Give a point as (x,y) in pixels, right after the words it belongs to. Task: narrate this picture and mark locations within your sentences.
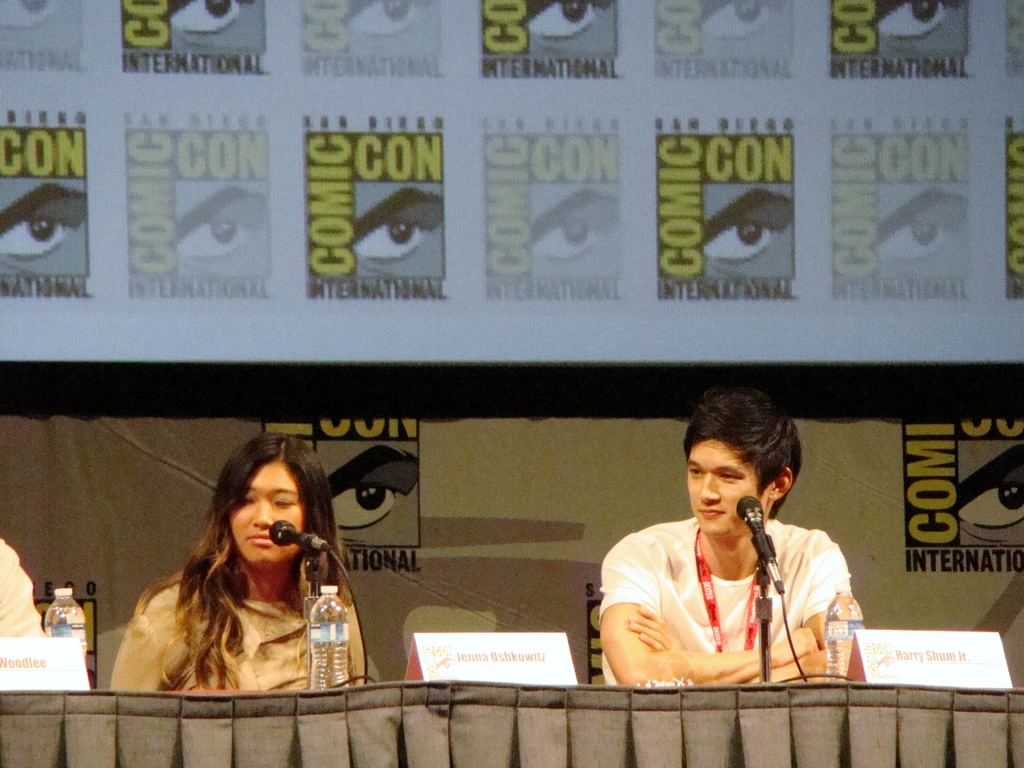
In this picture I can see two persons (815,589) sitting, there are mike's (317,595), water bottles (335,602) and nameplates (438,638) on the table (579,727), and in the background (431,294) there is a projector screen (346,345) and a board (333,452).
